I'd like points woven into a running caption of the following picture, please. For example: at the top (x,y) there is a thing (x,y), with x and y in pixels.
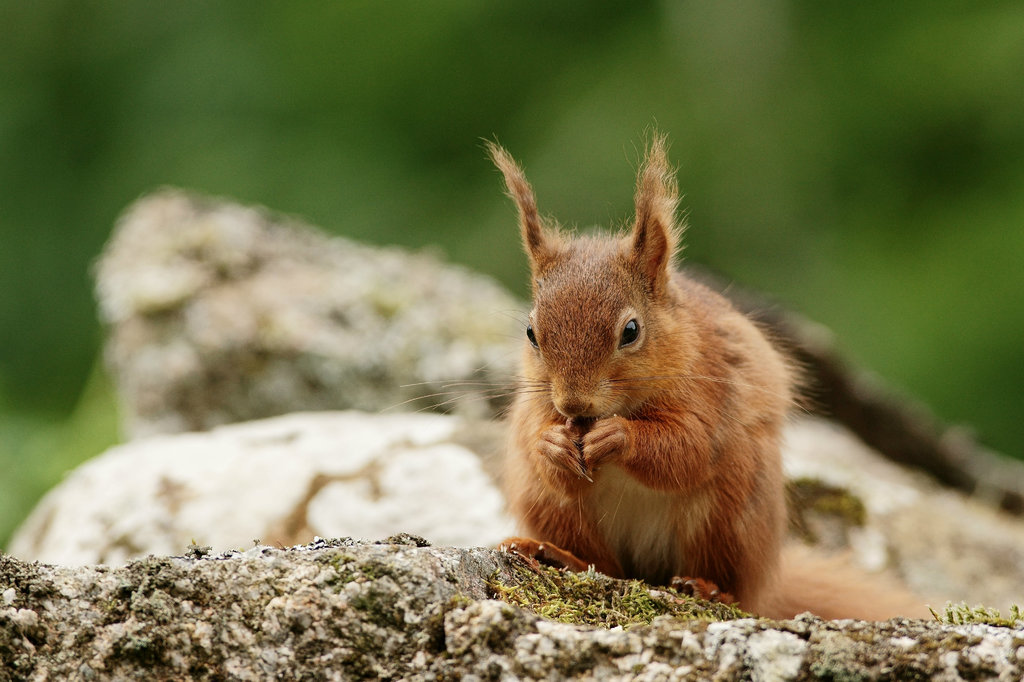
In this image in the front (651,420) there is a squirrel (660,455) and the background (226,159) is blurry.
